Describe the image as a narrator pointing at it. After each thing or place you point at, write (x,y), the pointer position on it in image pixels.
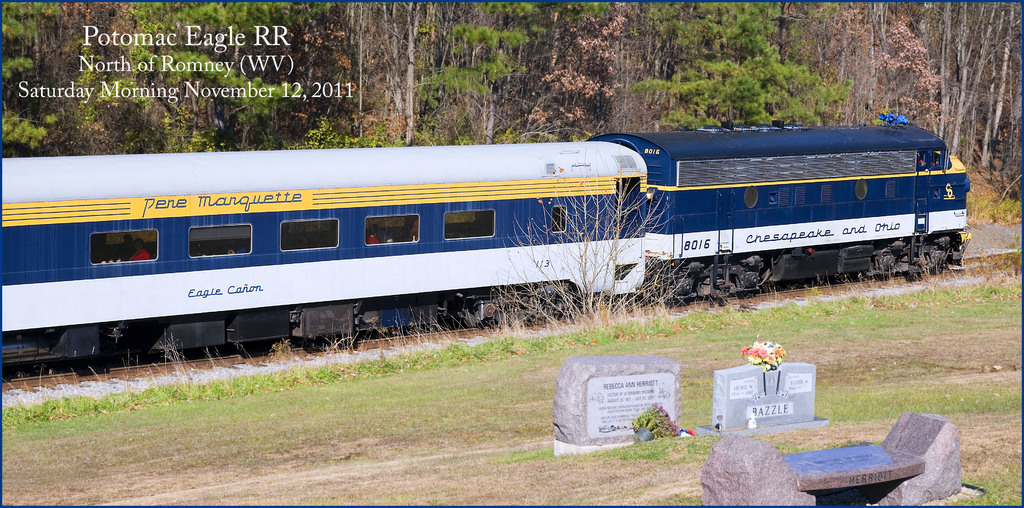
In the image a train (294,241) is moving on a track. There are few grave stones (758,477) on a side of the track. There are some trees (753,69) behind the train (157,299).
